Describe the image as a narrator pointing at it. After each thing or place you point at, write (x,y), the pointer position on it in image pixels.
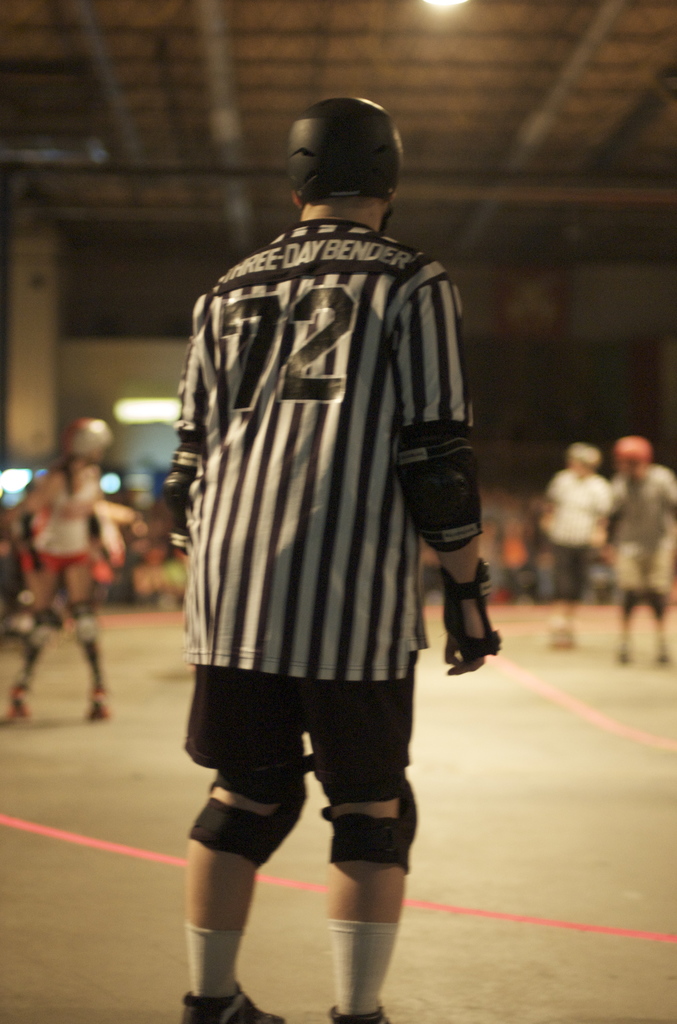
In the foreground (362,581) I can see a person (350,274) standing on the floor (438,803). The person (243,623) is wearing a black and white striped T-shirt (314,438) and a short (403,722). I can see a helmet (306,134) on the head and safety leg pads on the knees (359,806). I can see a woman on the left side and two persons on the right side (557,577). There is a lamp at the top of the picture (459,3).
